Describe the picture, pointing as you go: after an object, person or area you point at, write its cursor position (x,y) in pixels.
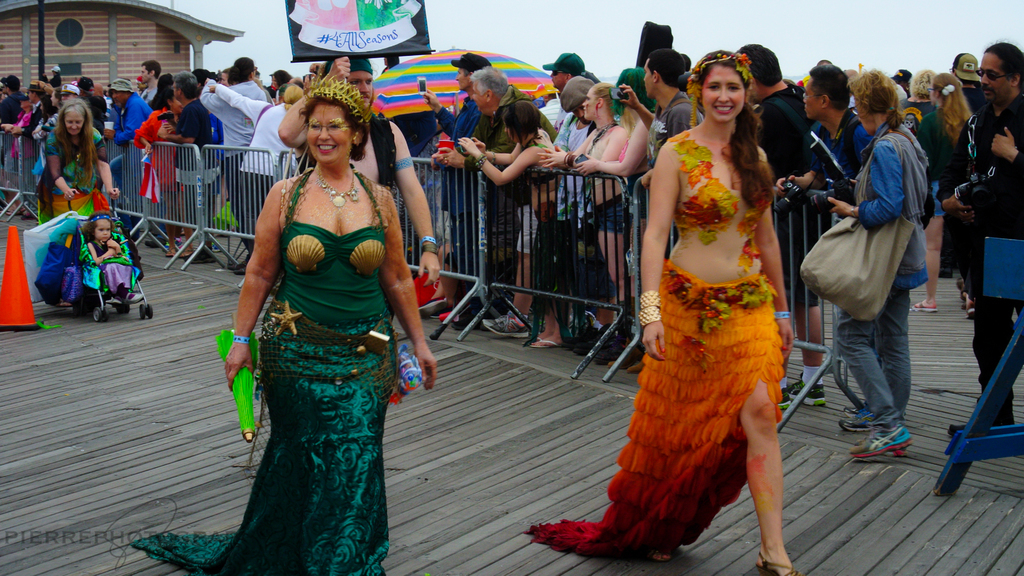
In this picture there are two women (715,434) who are walking on the wooden floor (414,555). On the left (82,163) there is a woman (86,156) who is holding a trolley (97,315). In the trolley (128,288) I can see the girl (100,236), beside that there is a traffic cone (17,280). Behind the fencing (498,179) I can see many people (483,105) were standing and some people (645,149) are holding the mobile phone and camera (842,175). In the top left corner (136,55) I can see the shed (81,40), poles (44,36) and banners (359,27). At the top (500,24) I can see the sky (603,7). In the bottom left corner (120,538) there is a watermark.
